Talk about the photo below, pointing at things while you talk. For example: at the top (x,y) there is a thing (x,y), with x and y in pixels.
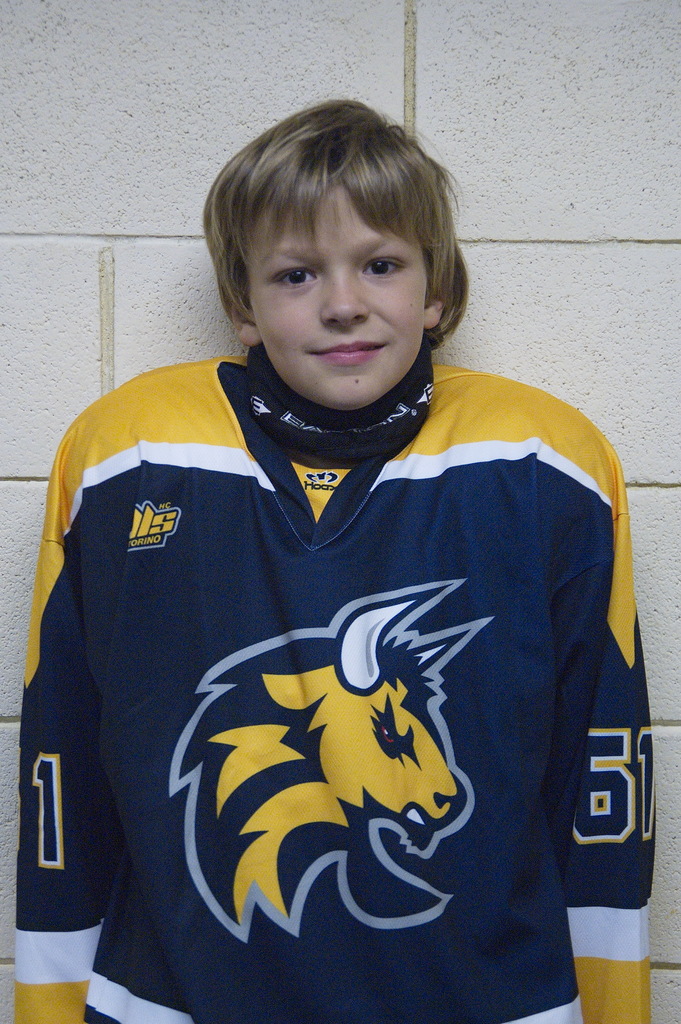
In this image, we can see a kid (248,691) who is standing and he wore a T-shirt (181,537). At the background (120,253) we can see a wall (113,190).
